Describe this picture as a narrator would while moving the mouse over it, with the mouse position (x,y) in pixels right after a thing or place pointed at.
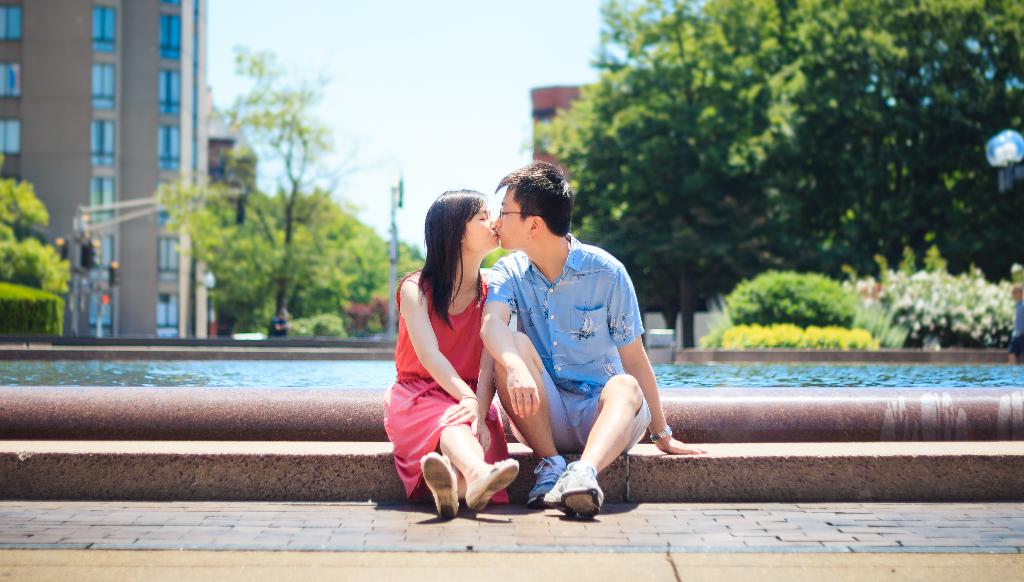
In the middle (450,331) I can see two persons (564,498) are sitting on the step (397,480). In the background (799,428) I can see a pipe (276,414), pool (308,382), plants (355,320), poles (393,290), trees (222,246) and buildings (137,235). On the top middle (373,113) I can see the sky (504,97). This image is taken during a day.
